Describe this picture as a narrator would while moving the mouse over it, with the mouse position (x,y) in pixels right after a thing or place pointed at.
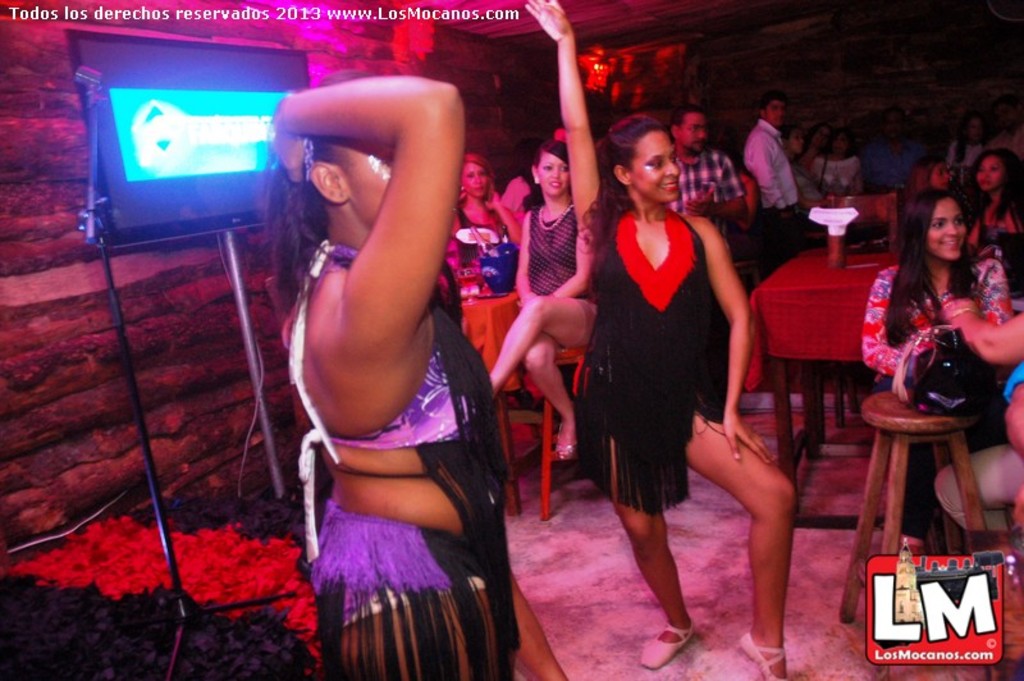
In the image there are two ladies (666,427) dancing. Behind them there are few people (556,206) sitting. There are chairs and tables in the background (893,253). Also there is a screen (152,132) and rods (90,232). Behind the screen (161,163) there are wooden rods (35,153). In the bottom right of the image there is a logo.
